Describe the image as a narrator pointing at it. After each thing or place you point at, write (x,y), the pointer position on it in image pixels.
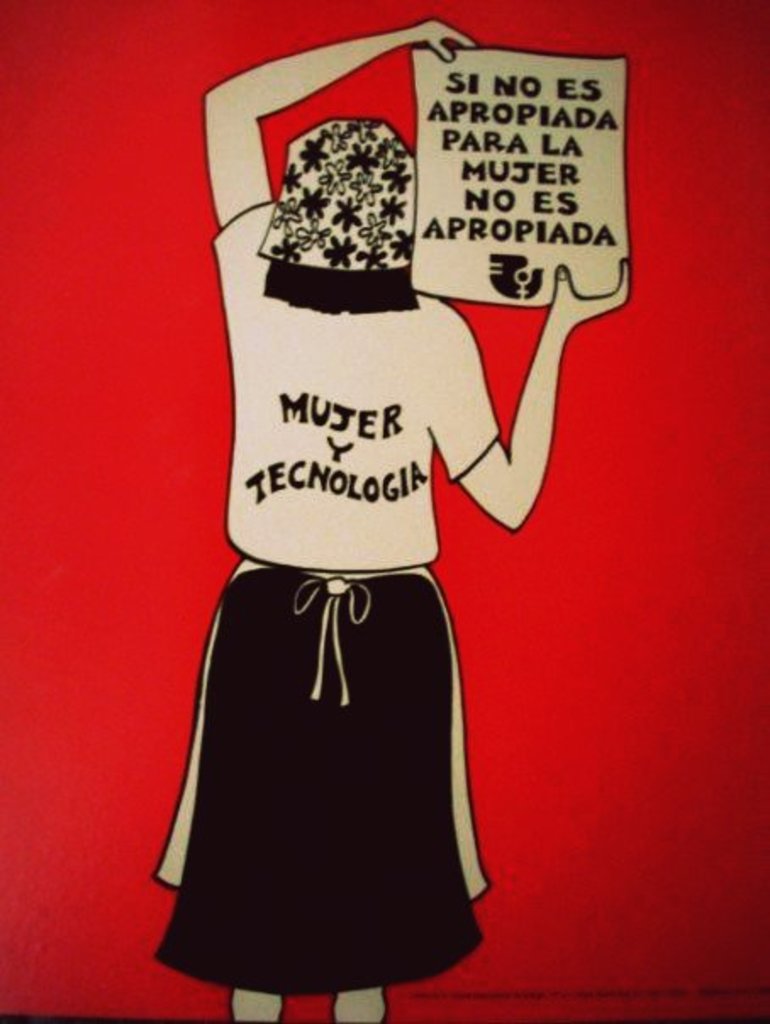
In the picture I can see the painting (390,360) of a person (373,166) holding a sheet of paper (509,153). In the background (3,53), I can see the red color.
